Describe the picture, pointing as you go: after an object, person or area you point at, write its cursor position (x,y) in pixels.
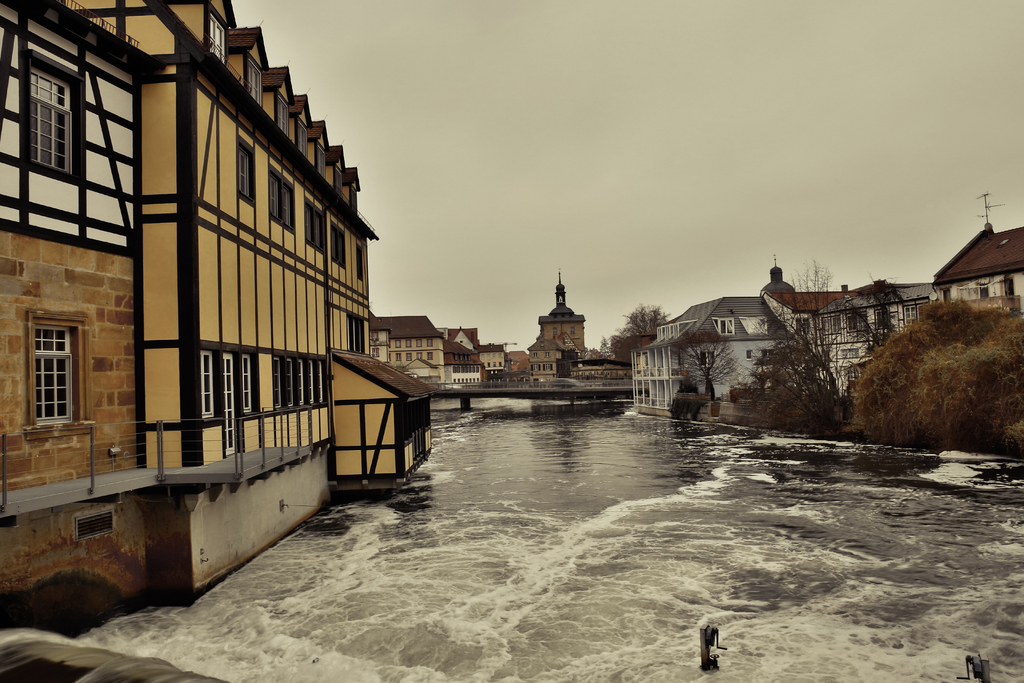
In this picture I can see the water (749,589) at the bottom (730,588), on the right side (751,376) there are trees (805,383). In the middle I can see a bridge (621,394), there are buildings (353,383) on either side of this image. At the top (528,204) I can see the sky (528,204).
